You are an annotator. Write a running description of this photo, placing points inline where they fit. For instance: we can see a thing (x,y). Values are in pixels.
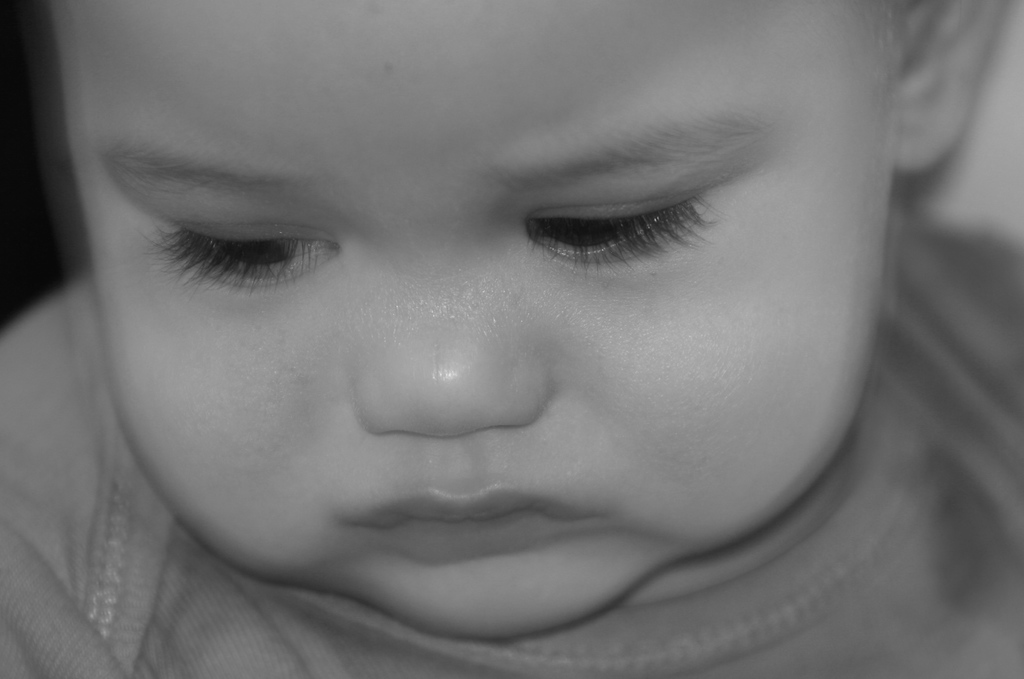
This is a black and white image. In this image we can see the face (578,458) of a boy (582,503).
